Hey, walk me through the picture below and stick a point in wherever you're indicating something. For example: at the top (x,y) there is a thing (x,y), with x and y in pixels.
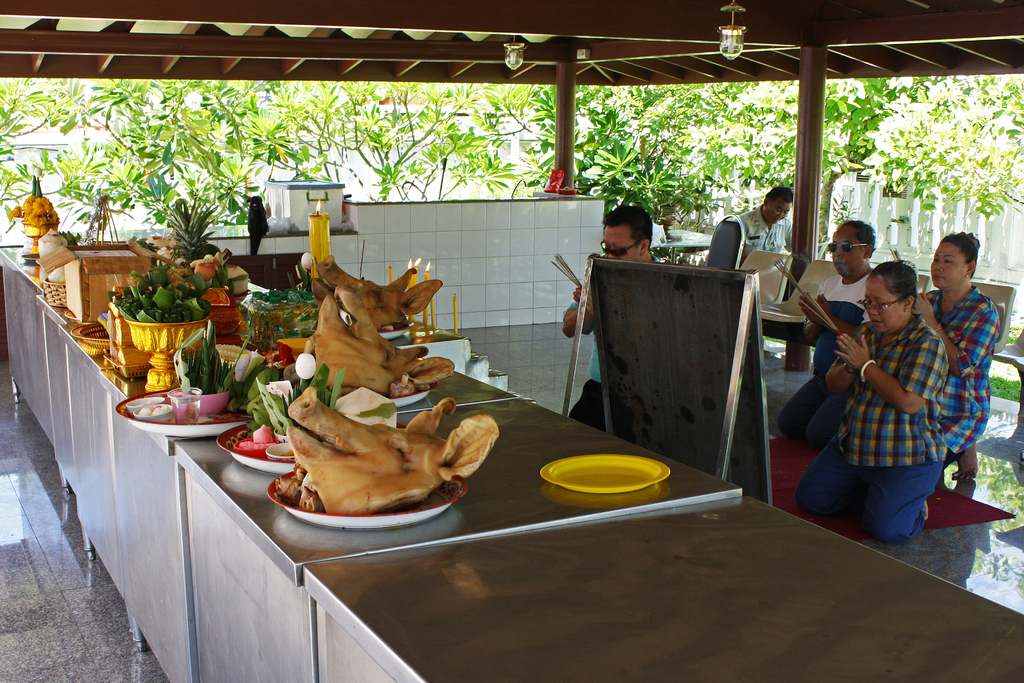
In front of the picture, we see a table (574,544) on which plate (271,490) containing pork (318,467), glass (184,412), bowl (209,398), and a bowl (166,339) containing fruits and vegetables (141,283) are placed on it. Behind that, we see a blackboard (659,367) and behind that, we see four people (906,295) sitting on a red carpet (796,459). Behind them, we see trees (531,90) and on the top of the picture (467,21), we see the roof (538,69) of the room (197,43).
